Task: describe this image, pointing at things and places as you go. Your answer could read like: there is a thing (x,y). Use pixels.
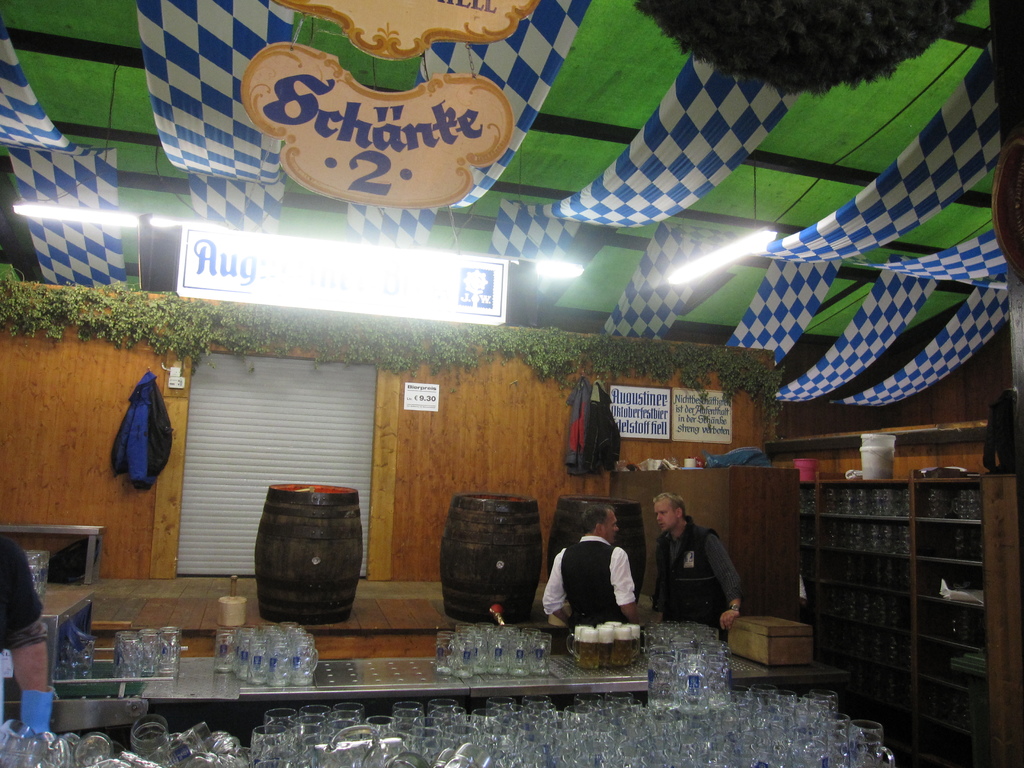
In this image, we can see so many glasses (711,665), table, wooden barrels (461,606), wooden shelves (844,614), few objects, things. Here we can see few people (564,564), wooden wall (555,496), boards (719,426), stickers (706,426), hoarding (290,280), lights (569,268), plants (103,288), decorative items (966,271), banners (179,50).
